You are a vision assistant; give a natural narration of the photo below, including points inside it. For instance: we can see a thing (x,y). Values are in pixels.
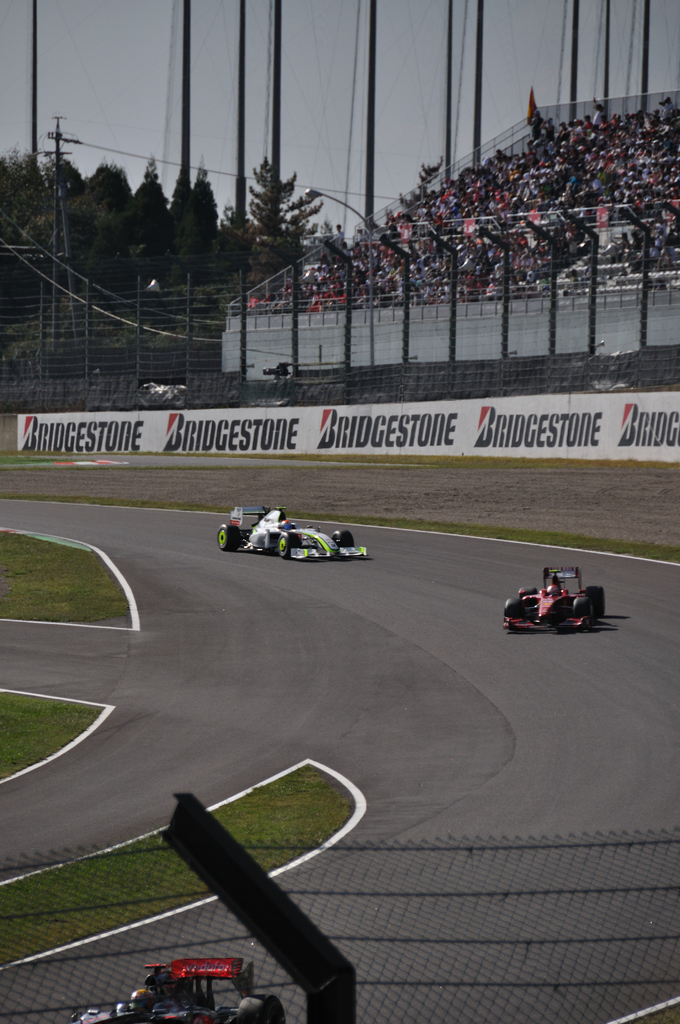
In this image we can see some sports cars (323,537) on the road (434,825). We can also see some grass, a fence (250,399), a crowd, poles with wires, trees (188,223) and the sky (123,62).
